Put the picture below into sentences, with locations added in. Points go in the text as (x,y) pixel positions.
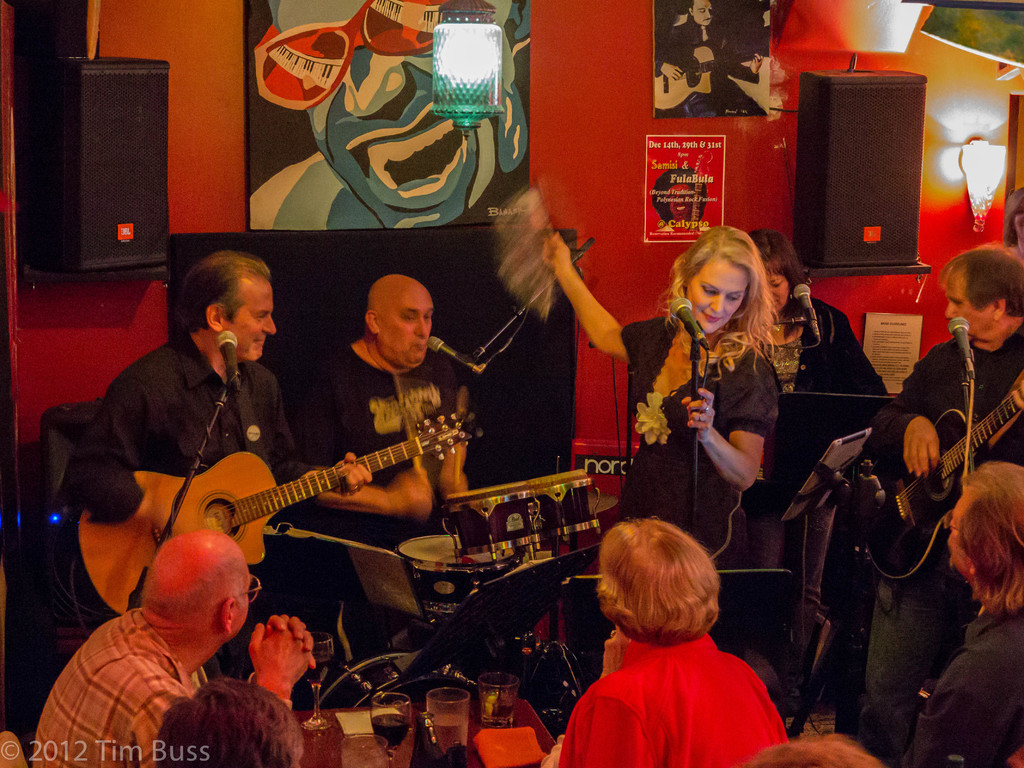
This picture is clicked in a musical concert. Here, are two people (201,424) playing guitars (232,472) and singing on microphone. The woman (651,510) standing in the middle of the picture (647,408), is holding microphone (685,308) in her hands (705,424) and the people (191,765) sitting on the chair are watching them and in front of them, we see table (477,718) and glasses (505,693) with wine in it. Behind them, we see a wall (606,165) on which photo frame (331,105), speaker (812,181) are placed.
